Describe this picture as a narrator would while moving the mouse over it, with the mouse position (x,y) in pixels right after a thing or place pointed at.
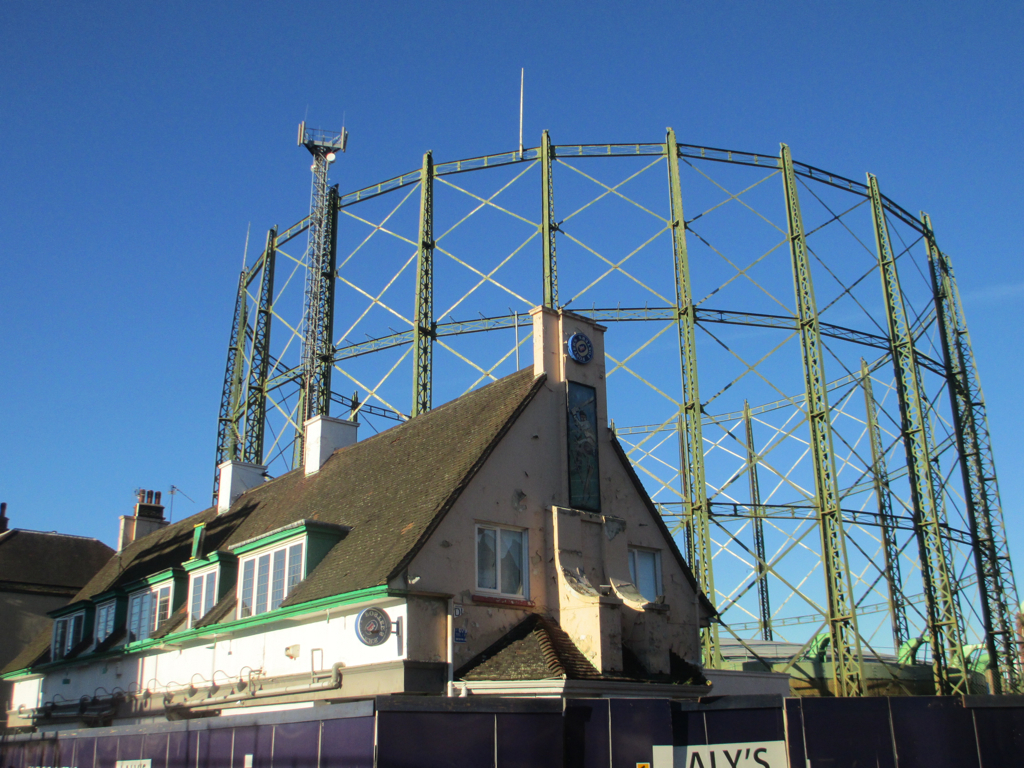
In this image, we can see a shelter house (380,524) in front of the tower (855,285). In the background of the image (210,419), there is a sky (162,160).
